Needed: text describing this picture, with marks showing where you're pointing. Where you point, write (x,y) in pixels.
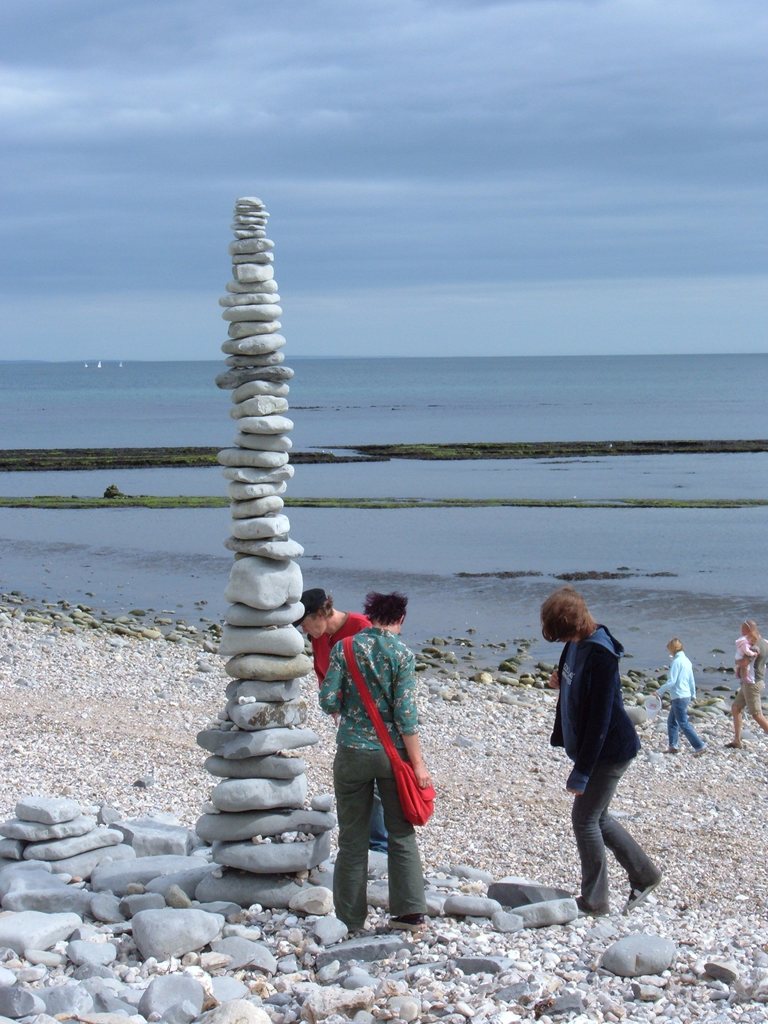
On the left side (241,372), there are stones (251,297) arranged in a line vertically on the ground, on which there are stones (370,891) and persons (620,846). In the background (586,523), there is water (25,424) and there are clouds (525,146) in the sky (469,162).
